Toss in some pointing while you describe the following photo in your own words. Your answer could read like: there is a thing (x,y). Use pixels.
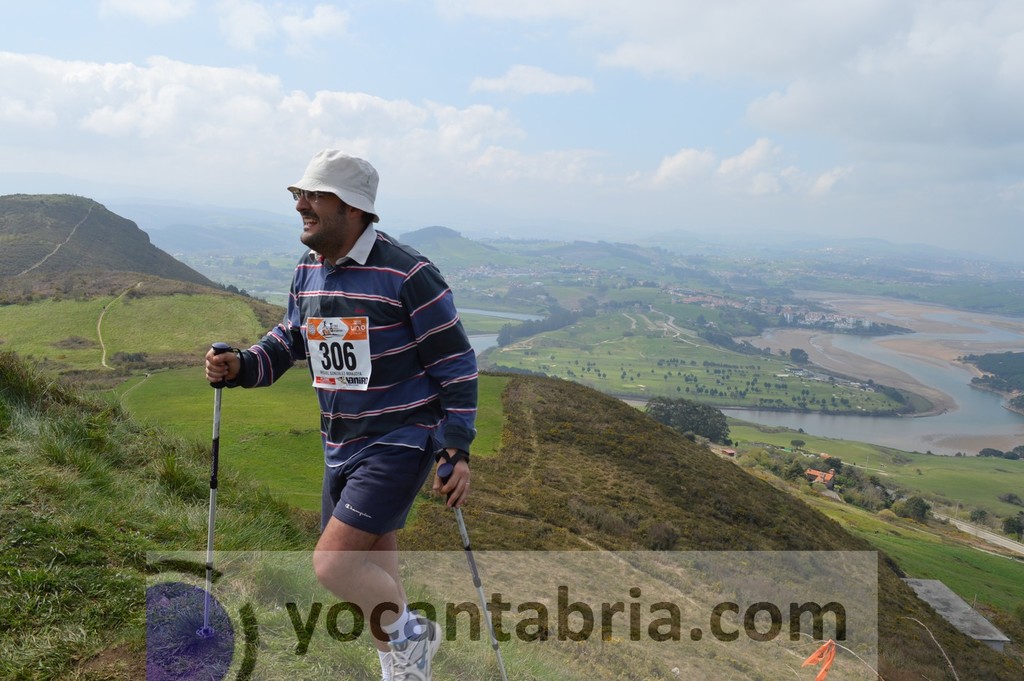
In this picture I can observe a person (326,396) walking. He is holding two sticks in his hands (217,362). The person (349,373) is smiling and wearing a hat (333,178) on his head (327,228). I can observe some text (778,622) on the bottom of the picture (552,627). In the background (568,261) there are hills (195,227) and some clouds (531,147) in the sky (423,96).
